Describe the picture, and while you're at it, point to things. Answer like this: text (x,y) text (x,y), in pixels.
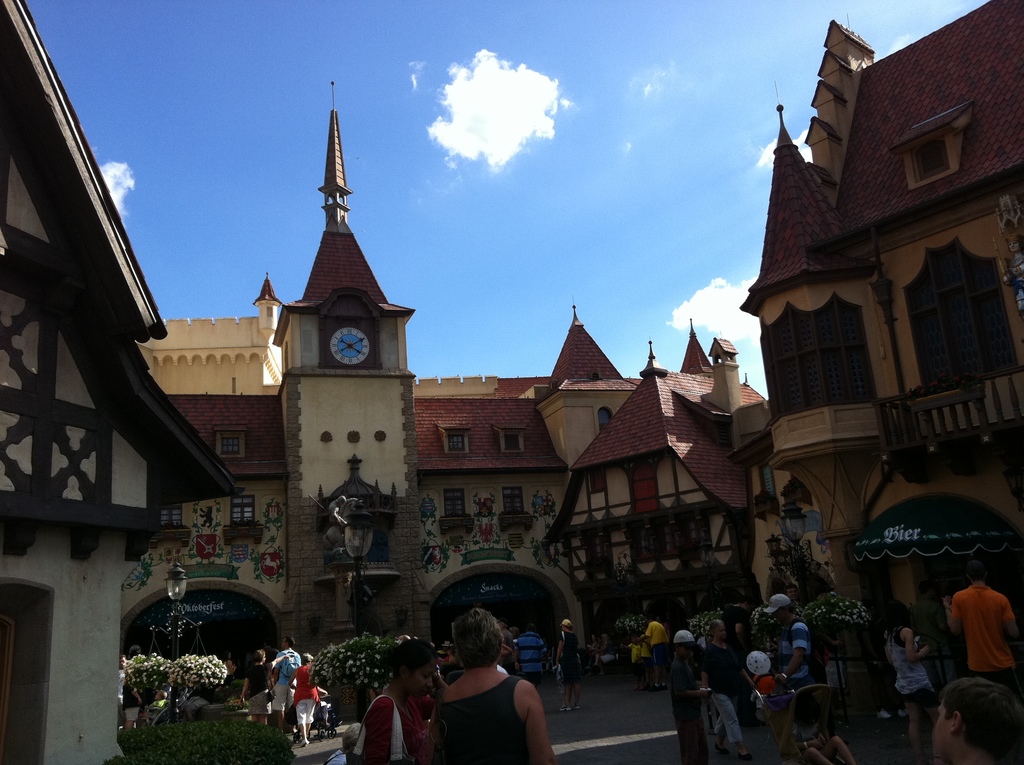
This is an outside view. At the bottom (570,673), I can see some people (376,732) on the ground (588,721) and also there are some plants (372,665). In the background (629,415) there are buildings (563,414). At the top of the image (640,213) I can see the sky (503,170) and clouds (494,119).
